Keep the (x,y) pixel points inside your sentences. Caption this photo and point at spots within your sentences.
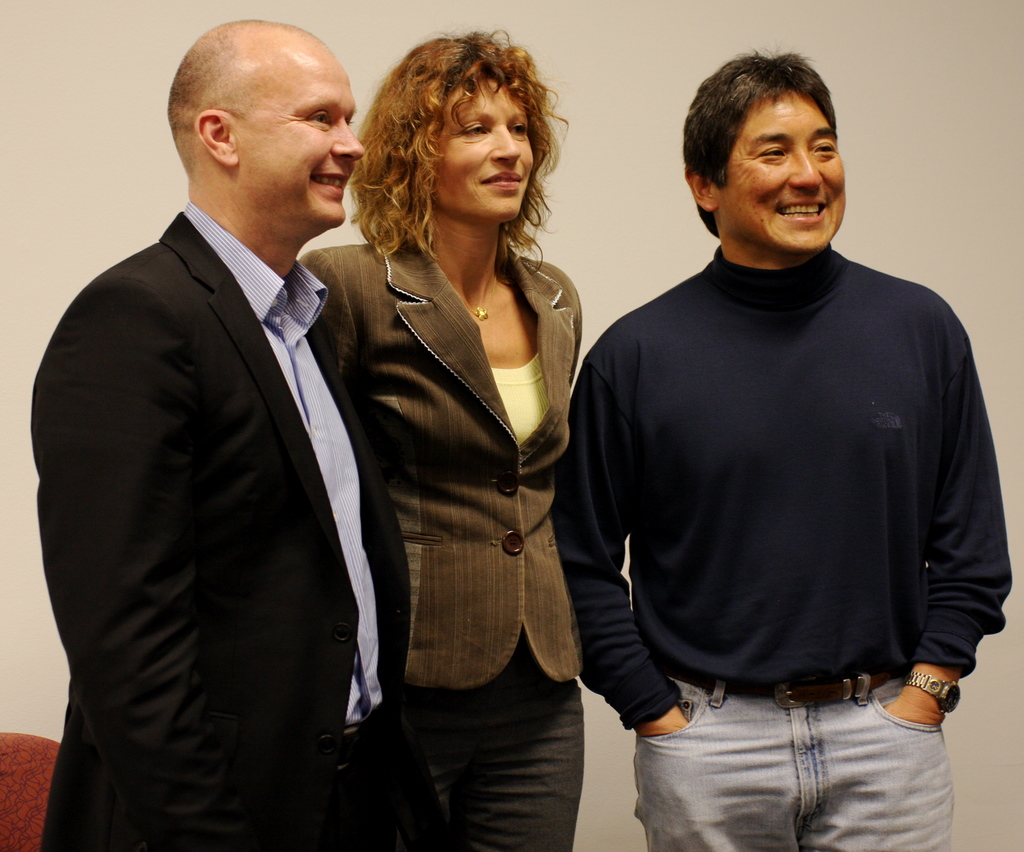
In this image there are people (582,715) standing. In the background of the image (491,25) there is wall (566,135).
